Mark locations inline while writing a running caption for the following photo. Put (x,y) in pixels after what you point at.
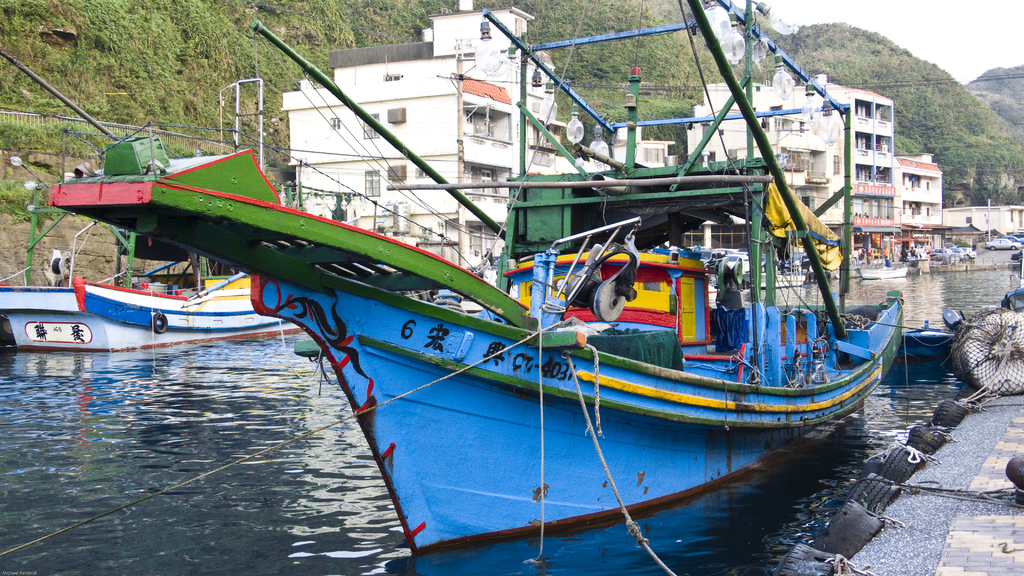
In this image there are boats (148,292) in the front (341,333) which is on the water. In the background (517,160) there are buildings (787,168), mountains (771,75), plants (136,103), and there is a fence (200,144). On the right side (999,378) there is a net (1007,361) and there are tyres (893,463) and there are vehicles (947,247) in the background (967,251).
